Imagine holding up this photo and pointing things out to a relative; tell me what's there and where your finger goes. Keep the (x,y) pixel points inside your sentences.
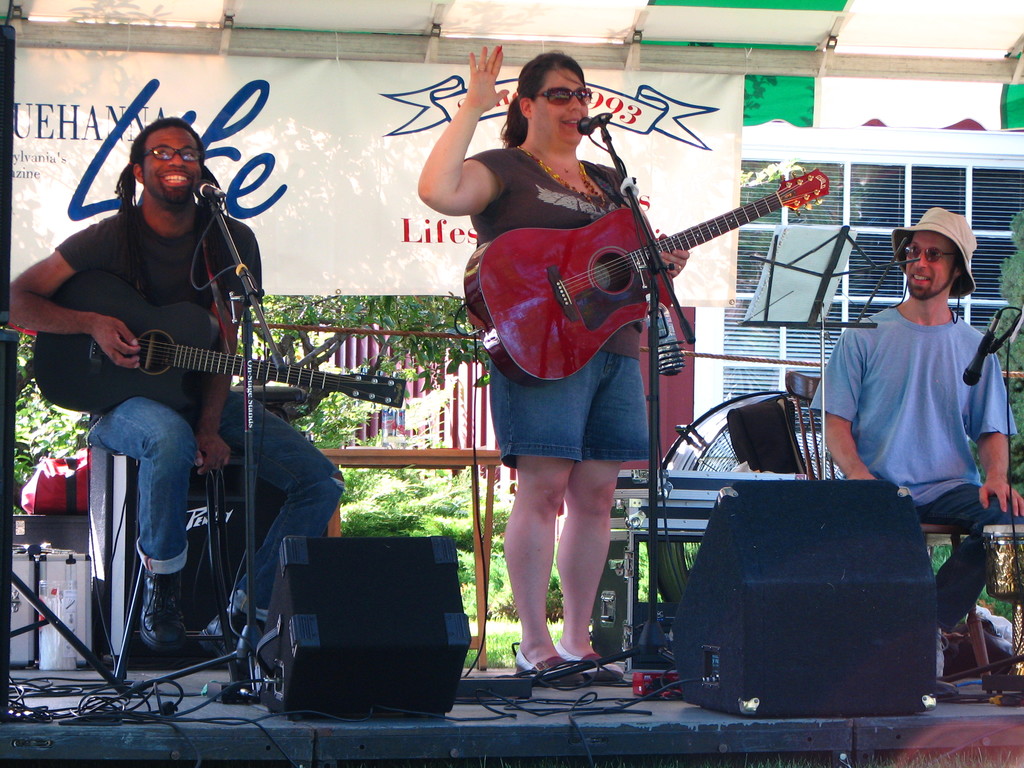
in the image we can see three persons (544,392). In the center (584,378) woman (533,401) standing and holding guitar (593,262), in front of her we can see microphone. And on the left side (293,502) man (155,481) sitting on the chair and holding guitar (203,373). In front of them we can see microphones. In front (854,635) bottom we see speakers (389,621), wires (21,688) and back we can see banner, fence (466,388), grass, trees (422,358) few more objects (456,452).
